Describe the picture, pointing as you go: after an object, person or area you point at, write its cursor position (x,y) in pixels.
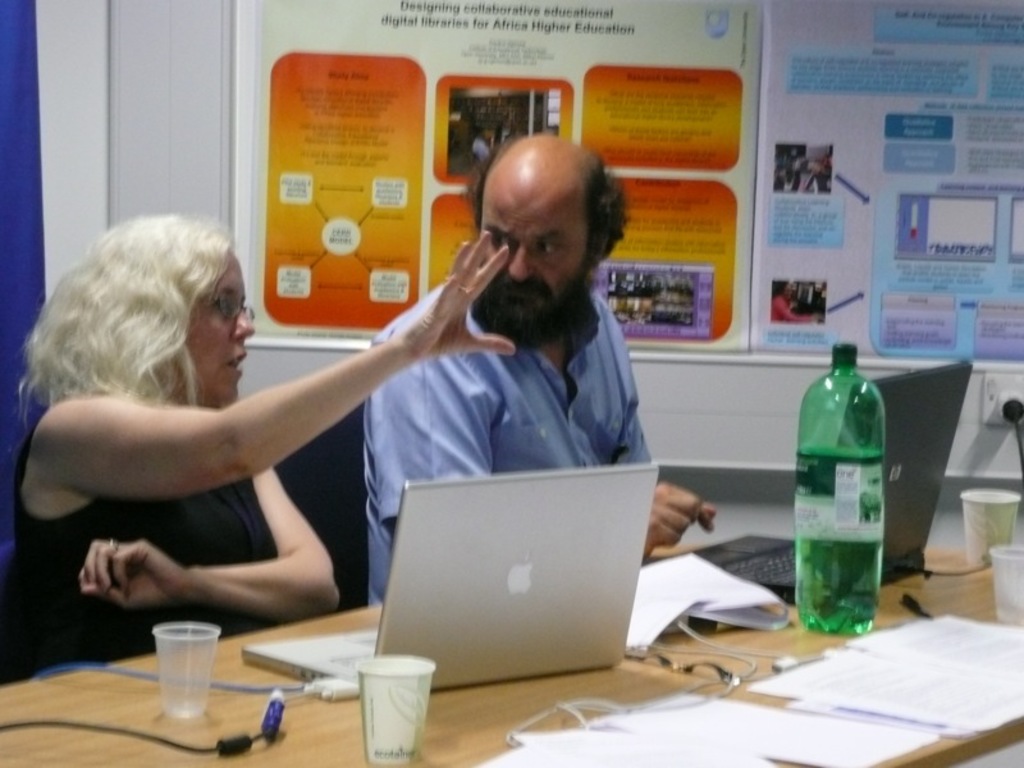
On the background (589,96) we can see boards (650,124). here we can see a man (435,379) and woman (183,425) sitting on chairs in front of a table (955,563) and on the table (1018,719) we can see a bottle (879,500), glasses (427,677), papers (741,603), books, laptops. This woman (211,431) is talking. She wore spectacles (240,311). This is a socket (987,415).
